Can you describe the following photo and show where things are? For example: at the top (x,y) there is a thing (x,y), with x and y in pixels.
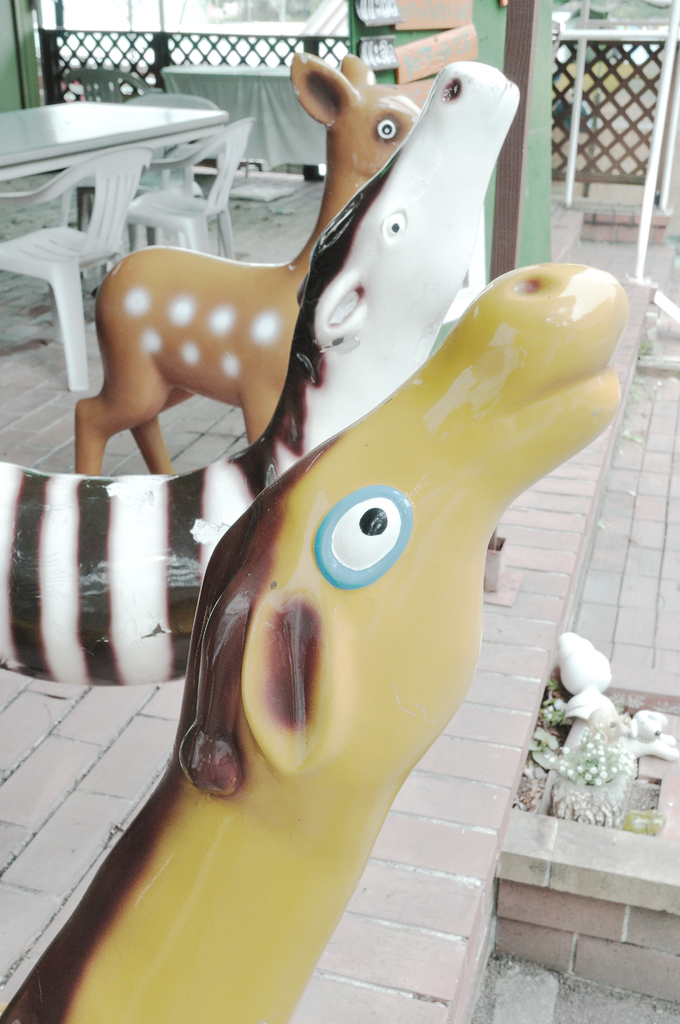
In this picture we can see a few toys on the path (462,940). There is a table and two chairs (94,209) on the left side (99,167). We can see some wooden fencing (227,34) from left to right.
